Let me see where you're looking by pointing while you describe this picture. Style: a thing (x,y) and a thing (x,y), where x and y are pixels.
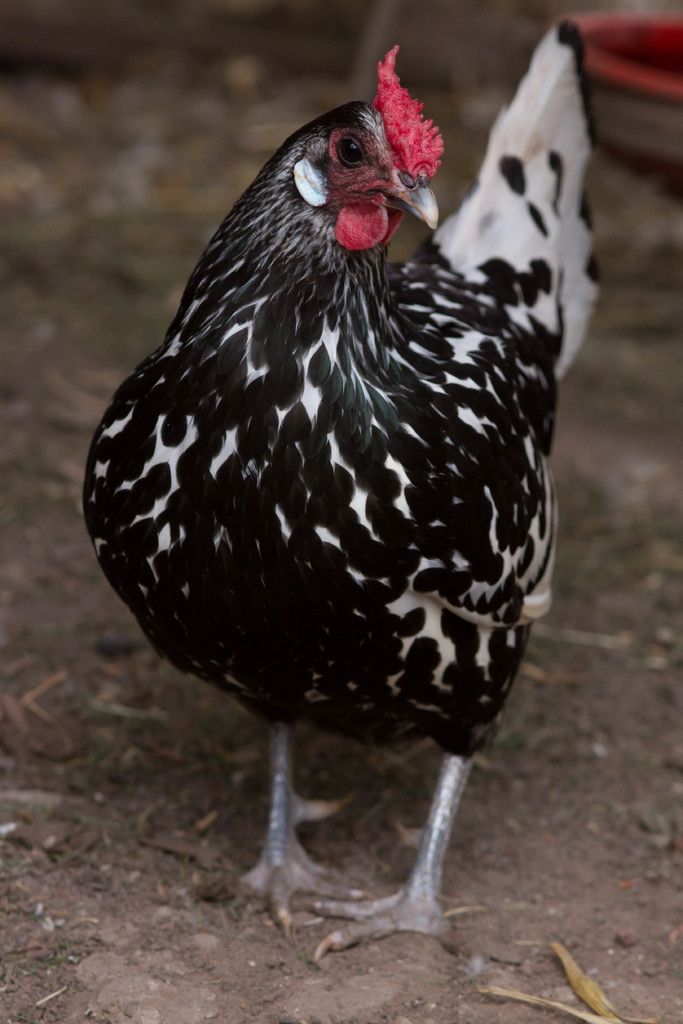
In this image we can see hen (228,442) which is in black and white color.
